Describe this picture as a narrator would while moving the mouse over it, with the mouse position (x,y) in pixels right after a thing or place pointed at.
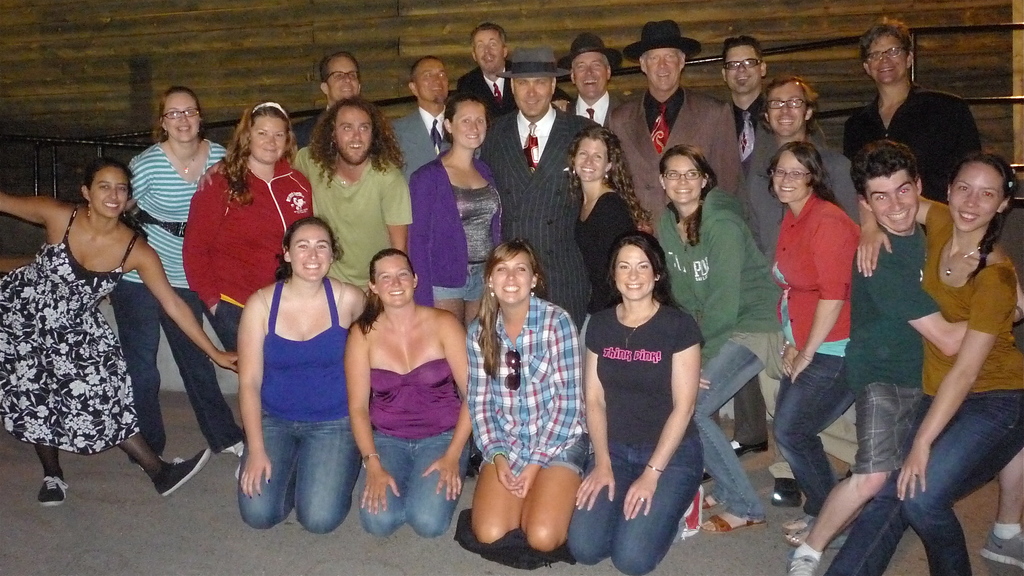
Here we see a group of people (980,253) with a smile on their faces (650,286) few are seated and few are standing.
